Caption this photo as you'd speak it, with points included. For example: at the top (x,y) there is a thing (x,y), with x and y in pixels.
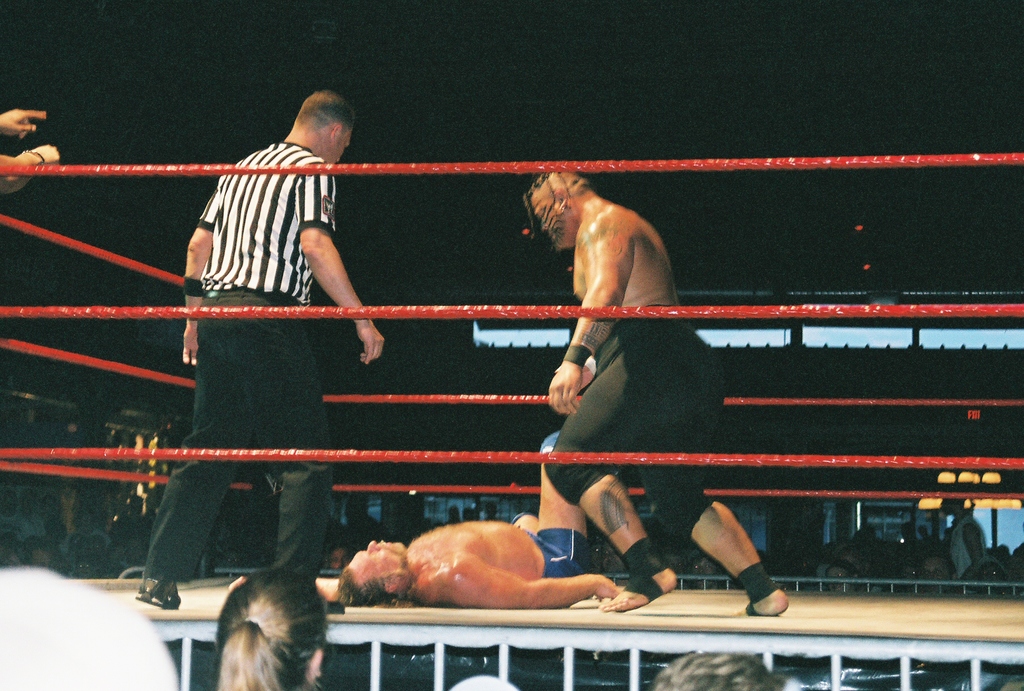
In this there are two fighters (585,504) in the ring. Beside there is a man (275,228) wearing white and black strip t-shirt (273,239) standing and watching them. In the front side (601,311) there are some red color ropes (615,163).
